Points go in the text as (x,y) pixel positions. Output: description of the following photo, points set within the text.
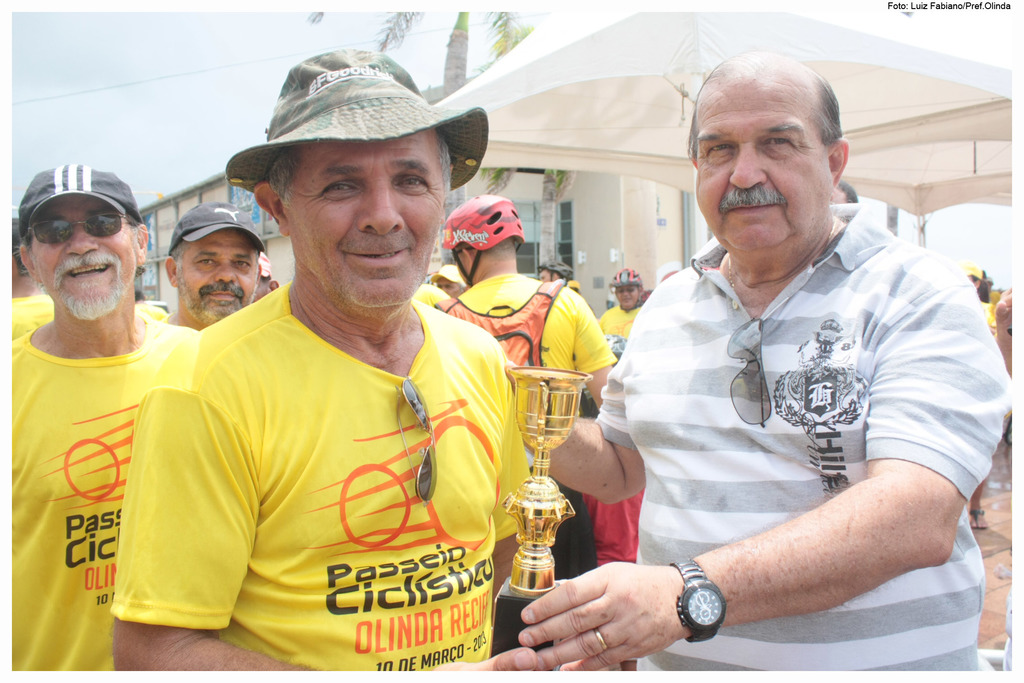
This is the picture of a place where we have a person (397,344) in yellow tee shirt (380,441), hat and beside there is an other person (584,487) and they are holding the memento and behind there are some other people (74,468), buildings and a tree (550,241).
